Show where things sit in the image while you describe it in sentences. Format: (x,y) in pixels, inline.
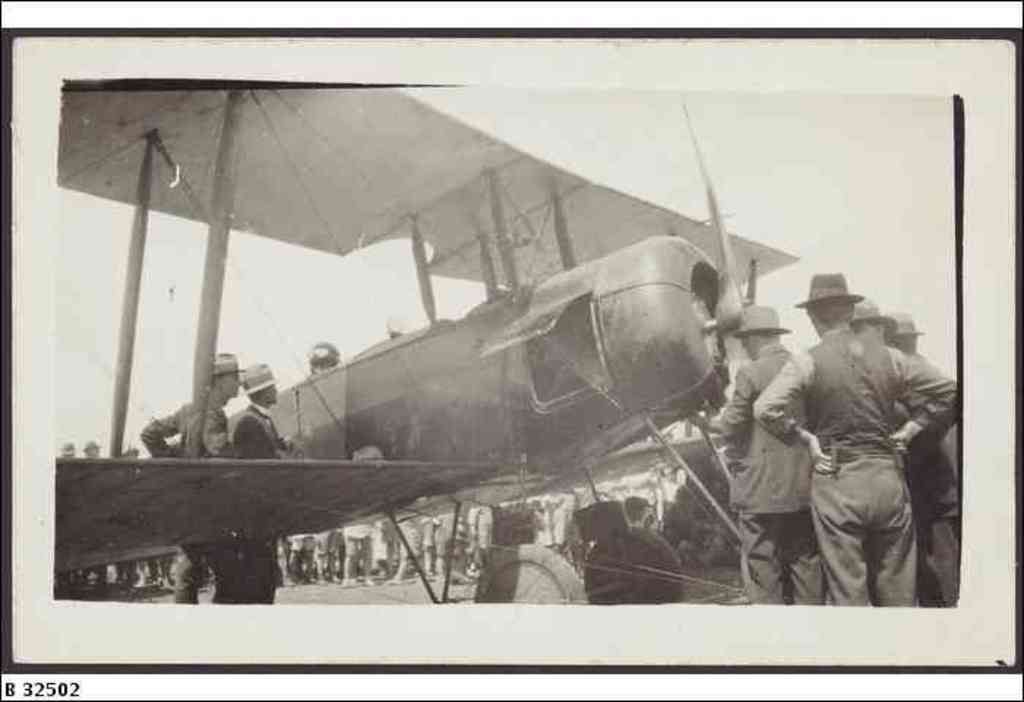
In this image we can see black and white picture of a group of people (787,508) standing. In the center of the image (615,399) we can see an airplane (516,211). At the top of the image (748,143) we can see the sky (741,99).
